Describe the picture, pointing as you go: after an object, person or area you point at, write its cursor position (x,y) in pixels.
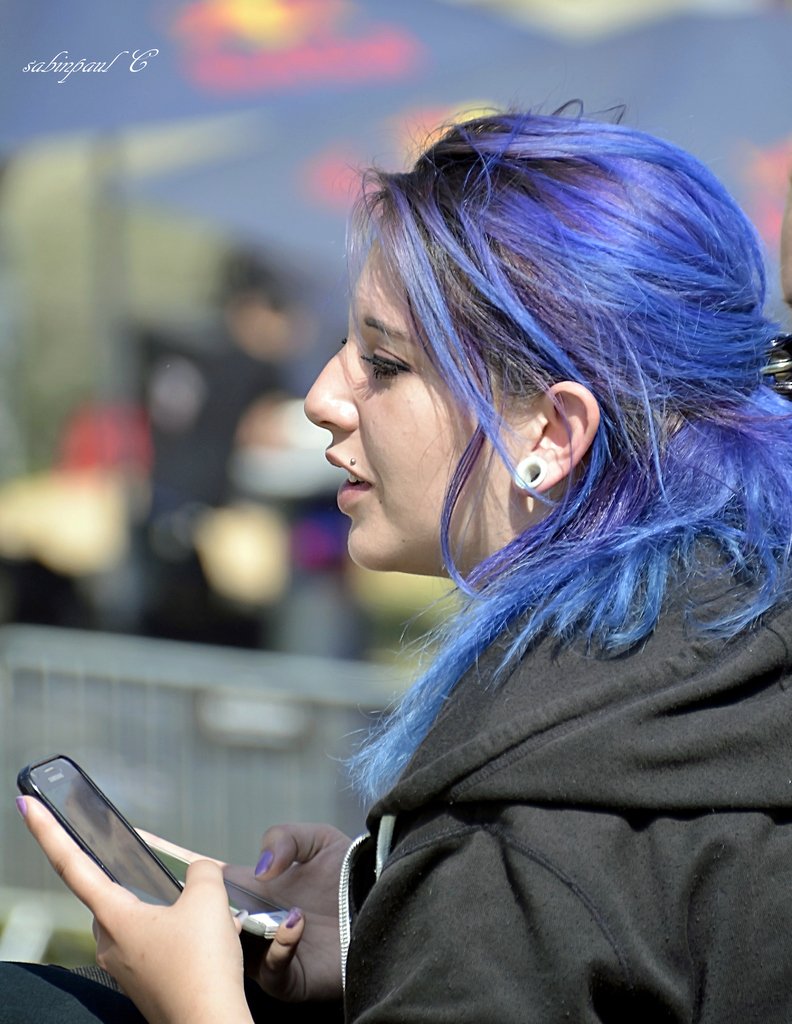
In this picture here is a woman (615,695), she is wearing a black color jacket (520,673), and with blue color hair (659,336), she is talking, and she is holding a phone (153,867) in her hand (279,891). and here it is a canopy (324,124).
